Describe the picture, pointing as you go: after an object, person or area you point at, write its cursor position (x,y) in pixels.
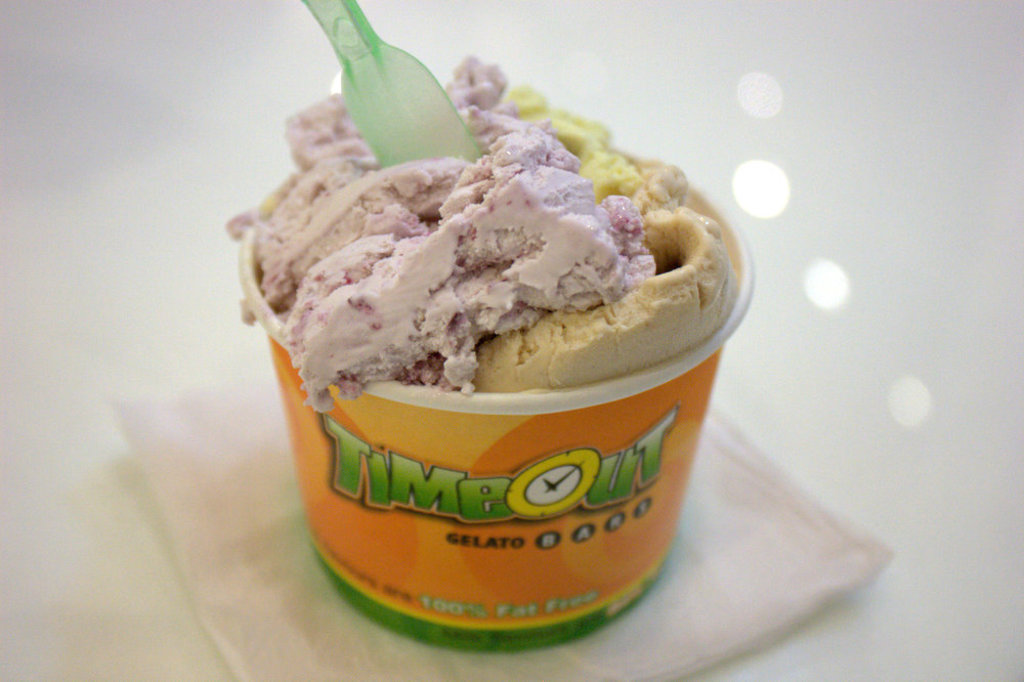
In this image, I can see a small cup of ice cream (540,376). This is a spoon (382,104), which is light green in color. I think this is the paper cup (549,553). Here is a tissue paper (780,529). The background (679,80) looks white in color.
